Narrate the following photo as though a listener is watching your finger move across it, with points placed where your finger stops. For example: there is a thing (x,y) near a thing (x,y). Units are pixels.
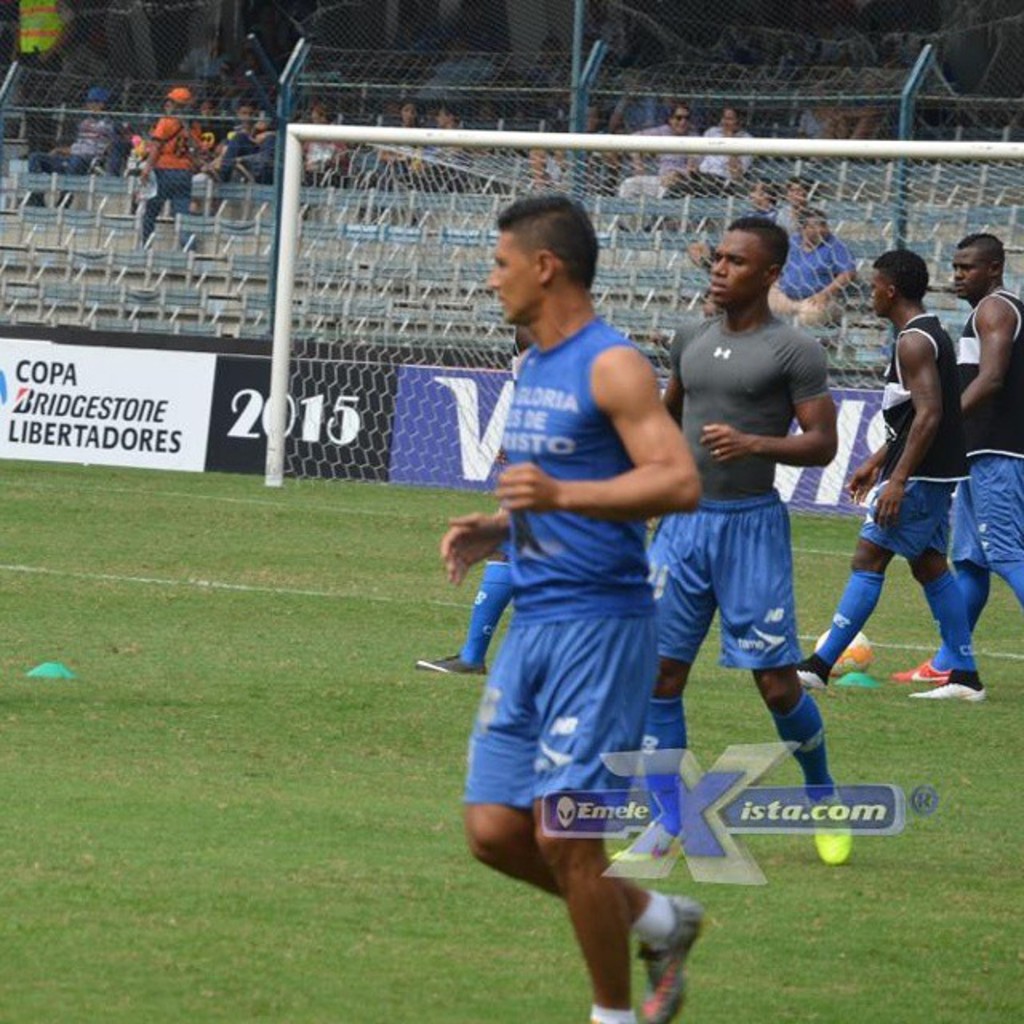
In this image in front (578,898) there are people (962,665) walking on the grass (280,761). Behind them there is a metal fence (310,340). There is a banner (387,401). In the background of the image (232,212) there are people (410,169) sitting on the chairs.
